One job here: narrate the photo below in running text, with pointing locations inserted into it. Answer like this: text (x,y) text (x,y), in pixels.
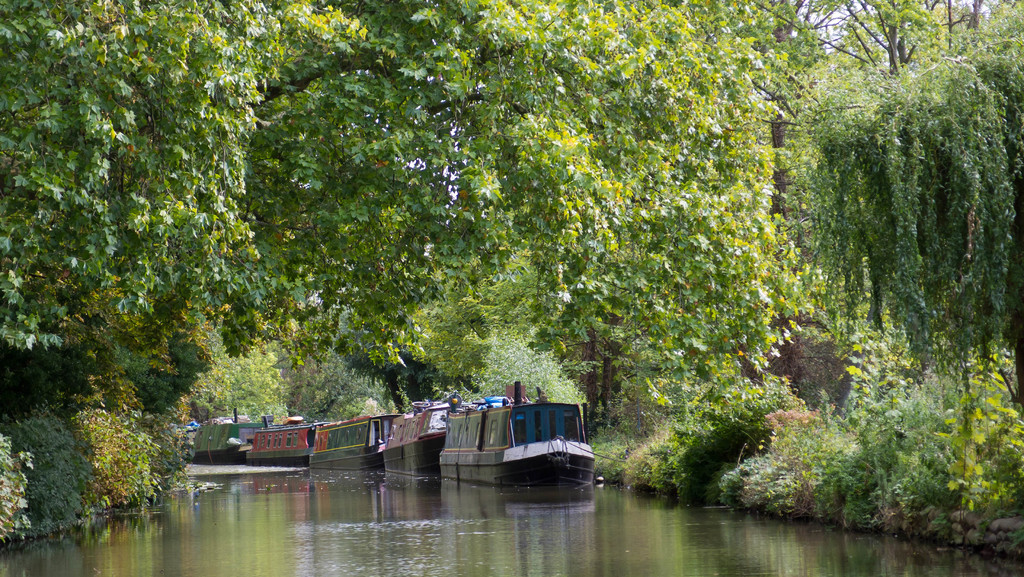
In this image there are trees (616,307). At the bottom (461,463) there is water (462,529) and we can see boats (443,450) on the water (399,541). In the background (832,29) there is sky (810,22).
